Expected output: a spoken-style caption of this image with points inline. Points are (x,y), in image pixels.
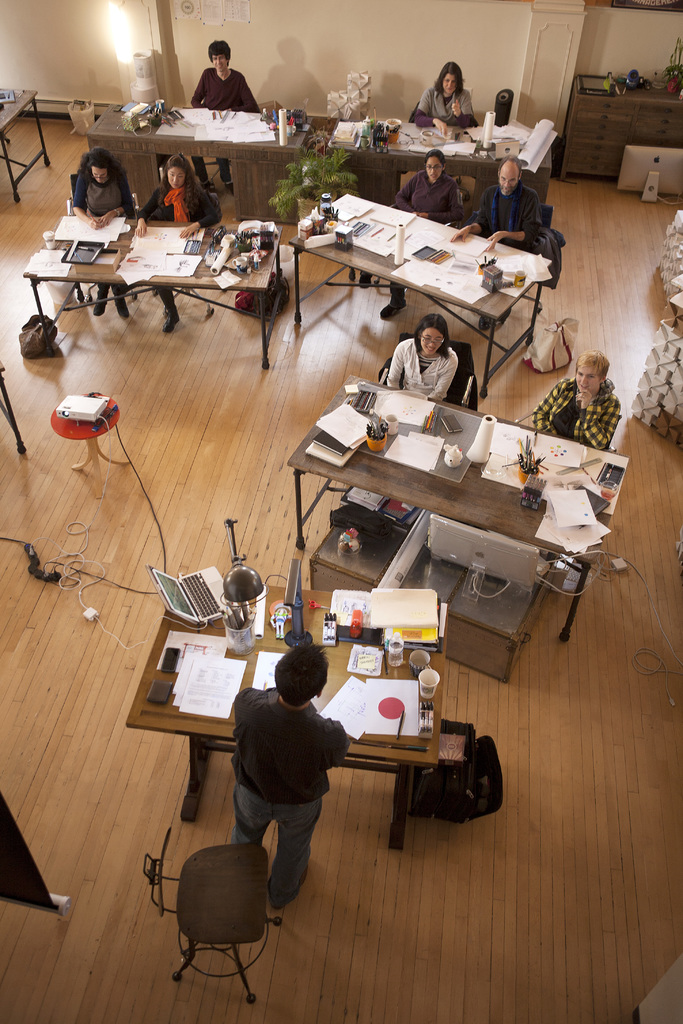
In this picture we can see a group of people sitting on chairs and in front of them on table (385,389) we have papers (557,482), flower pot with plant (322,185) in it, pen stand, tins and in front of them a person (296,721) standing beside the table (218,632) and at back of him we have a chair (188,888) and in the background (86,11) we can see wall (353,14), racks (597,119).
